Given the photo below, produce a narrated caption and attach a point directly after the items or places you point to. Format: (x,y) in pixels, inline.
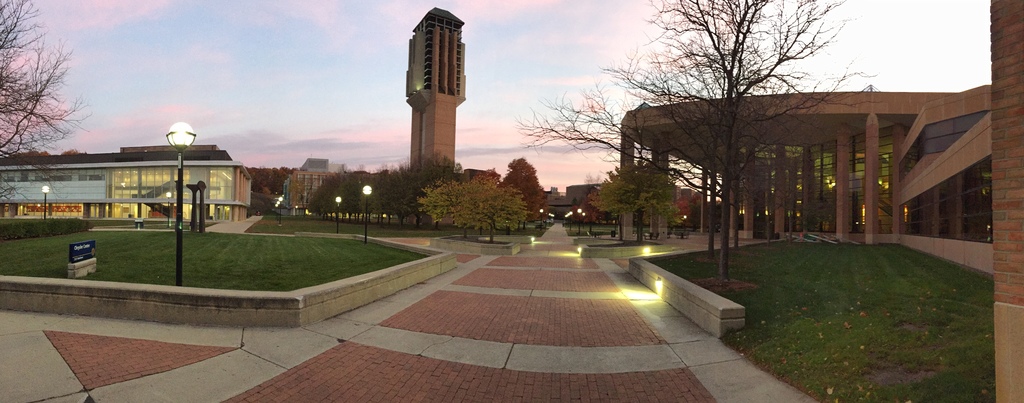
In this image I can see few poles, few lights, few trees (402,210), number of buildings (798,198), grass (903,312) and in the background (510,98) I can see the sky (200,79).
